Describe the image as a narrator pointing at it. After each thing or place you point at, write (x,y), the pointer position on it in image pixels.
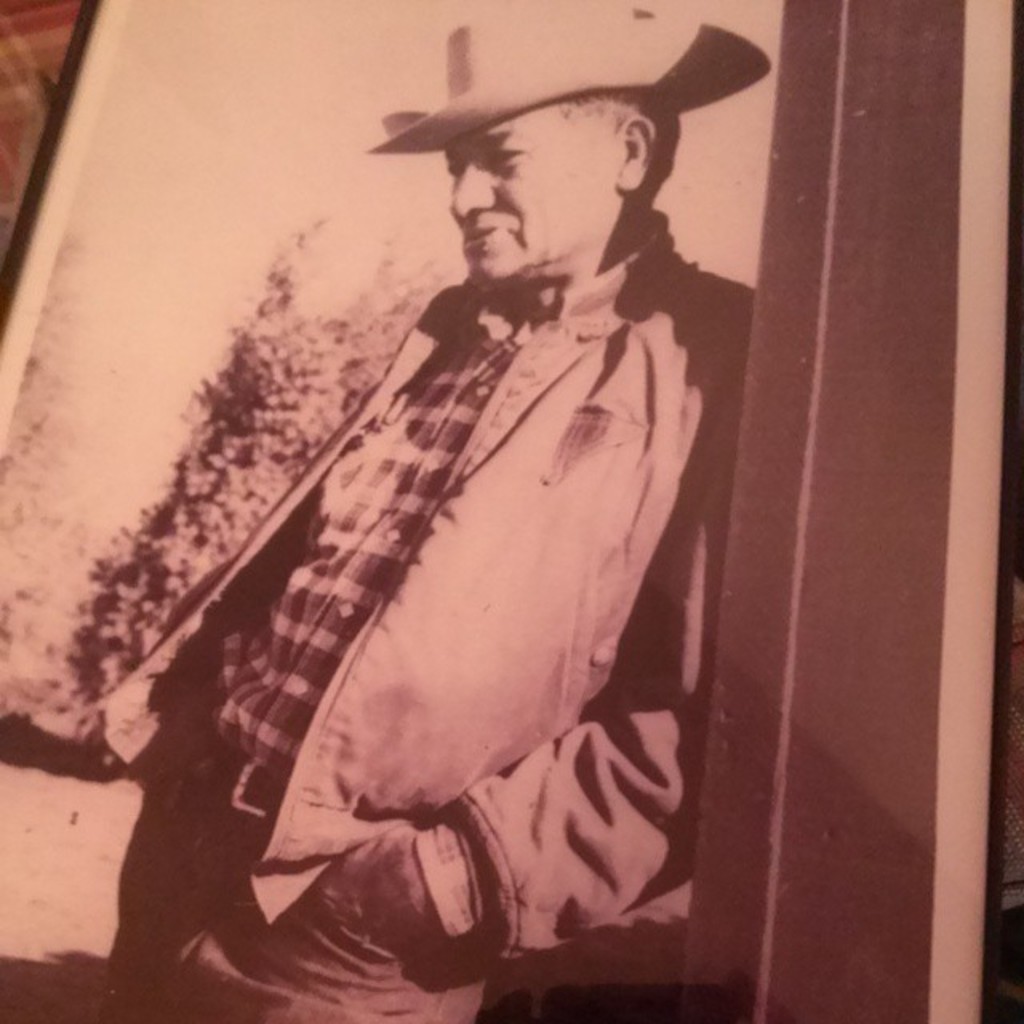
In this image we can see an object (681,777) which looks like a photo frame (810,663) and in the photo frame (787,847), we can see a person (681,728) standing and wearing a hat (553,7) and there is a tree (296,369) in the background (315,368).
